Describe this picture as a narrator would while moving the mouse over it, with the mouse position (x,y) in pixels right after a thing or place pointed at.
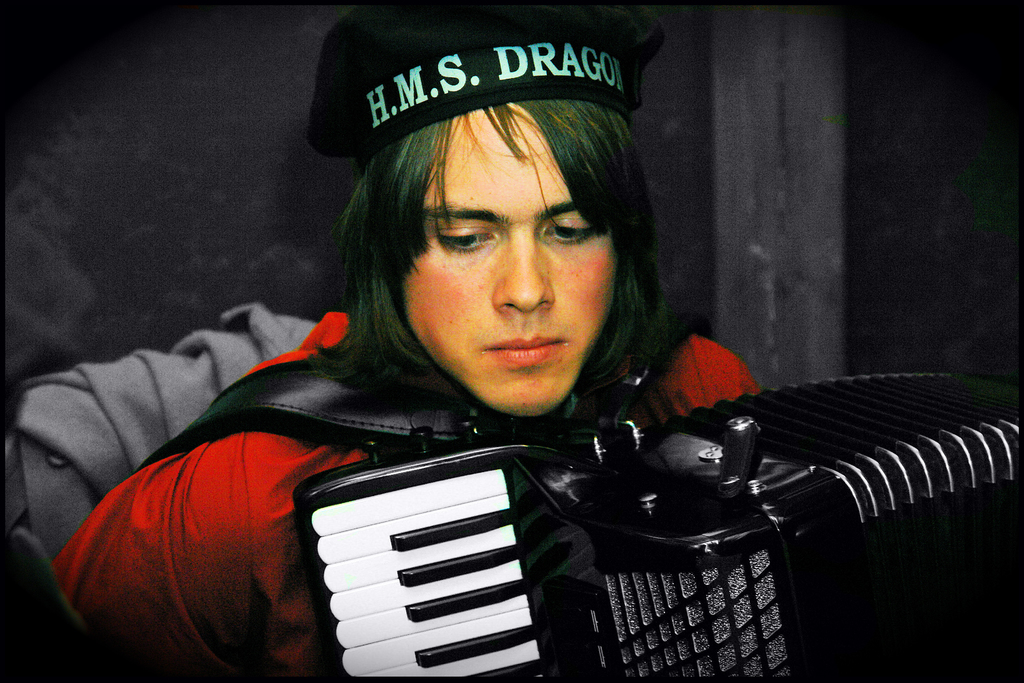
In the middle of the picture (400,341), we see a man (159,498) in the red jacket (235,493) is standing. In front of him, we see a musical instrument (748,533) which looks like a keyboard (422,598). Behind him, there is a grey color cloth (67,383). In the background (748,160), it is black in color and this picture might be clicked in the dark.
